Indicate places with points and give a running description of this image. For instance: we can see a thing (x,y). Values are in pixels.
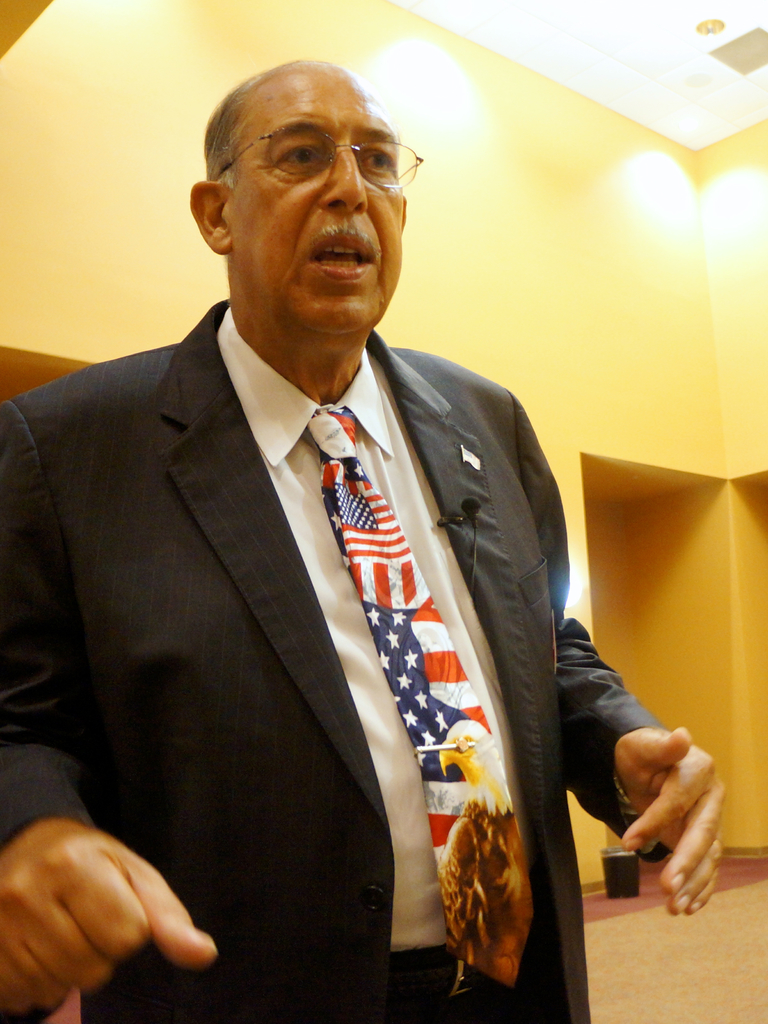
In this picture, we can see a person (437,875), ground (638,974) with some black color object (617,889) on the ground (634,950), and we can see the wall (556,109), roof (711,9) and lights (644,171).
